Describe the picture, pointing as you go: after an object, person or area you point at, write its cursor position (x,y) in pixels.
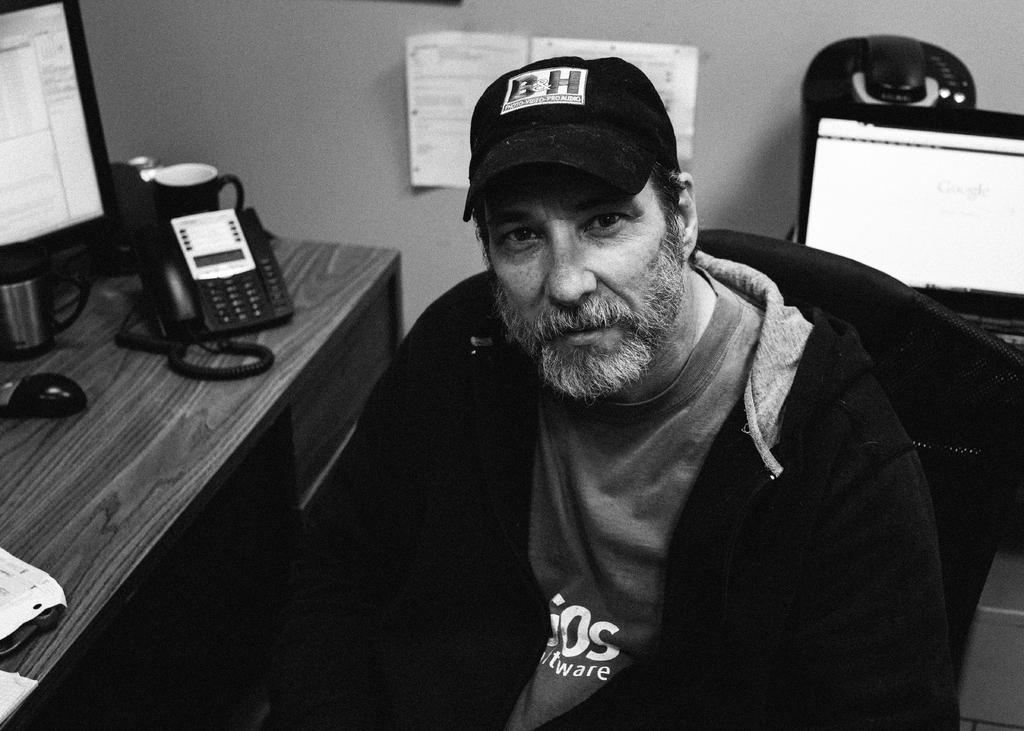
In this image i can see a person (540,510) wearing black color jacket (458,500), holding a black color cap (533,132) on his head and there is table (67,454), on the table (109,475) there is a system (38,116), cup (188,192), phone (189,264) kept on the table (83,522) and there is a wall (385,68) and there is a paper (450,68) attached to the wall (458,19) and right corner (895,144) i can see a another screen (966,271) on the table (998,321).
